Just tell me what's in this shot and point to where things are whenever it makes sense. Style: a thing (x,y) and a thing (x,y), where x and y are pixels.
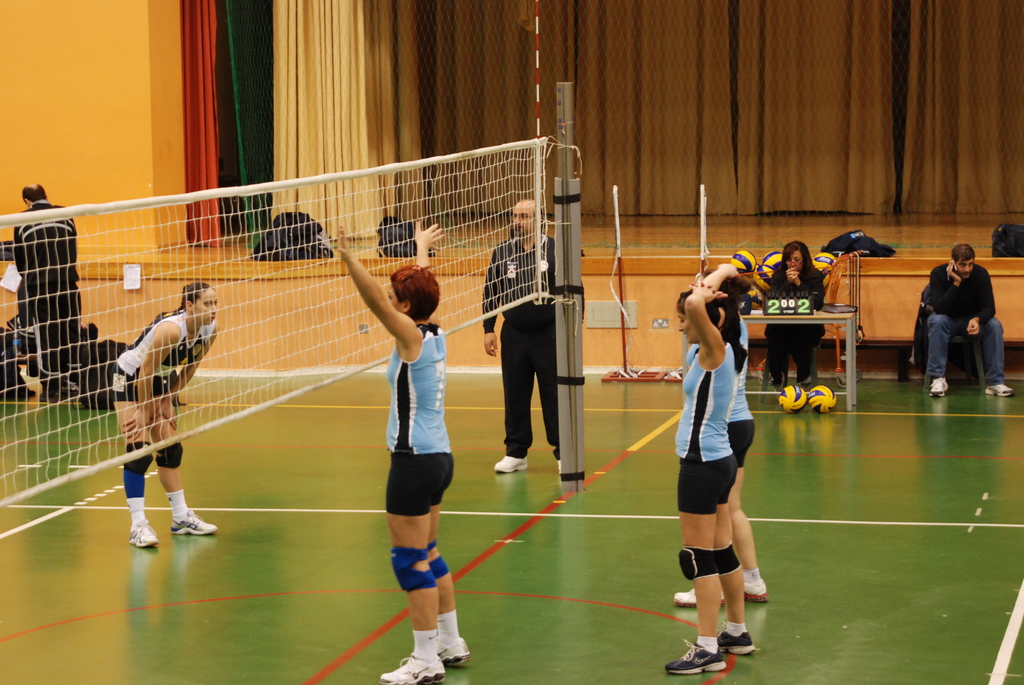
In this picture we can observe a volleyball court (450,434). There are some women (157,327) playing volleyball. There is a net (199,293) in the middle of the court (465,382). We can observe a person (513,354) wearing black color dress (519,315) near the pole (569,274). There are two members (957,298) sitting on the right side (969,293). The court (319,499) is in green color. In the background (406,79) we can observe cream color curtains (365,68) and a stage (808,233).
